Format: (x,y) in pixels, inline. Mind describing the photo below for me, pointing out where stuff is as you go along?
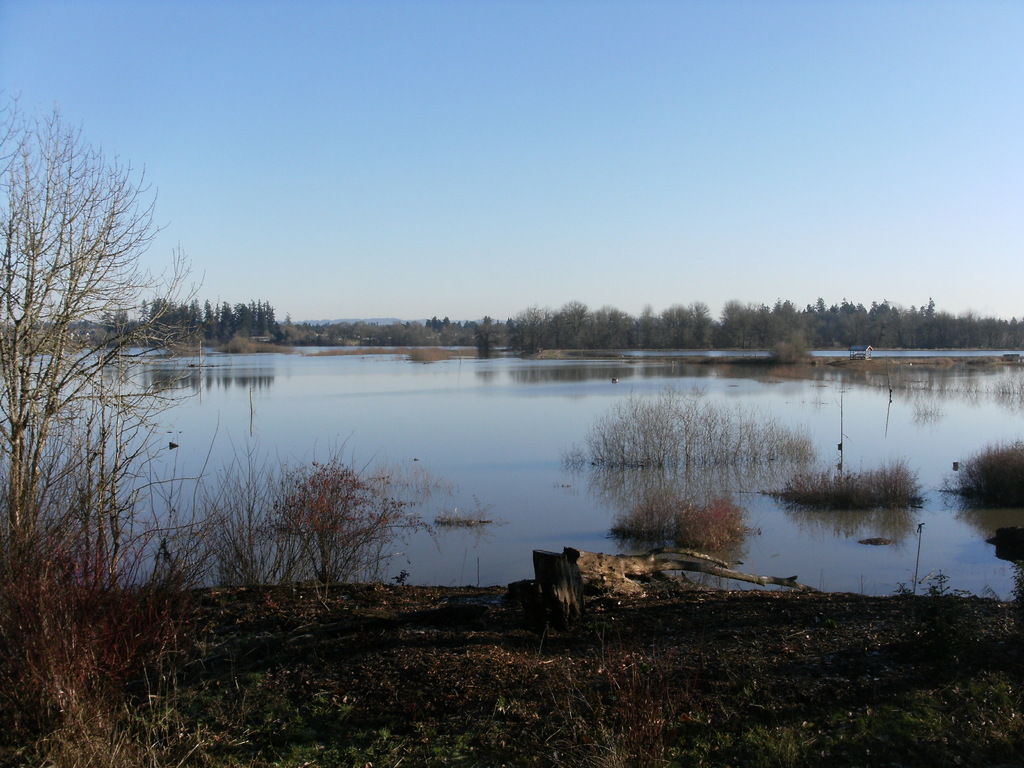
In this picture there is grassland (681,605) at the bottom side of the image (581,620) and there is water (471,379) in the center of the image (353,369), there are trees (815,333) in the background area of the image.
